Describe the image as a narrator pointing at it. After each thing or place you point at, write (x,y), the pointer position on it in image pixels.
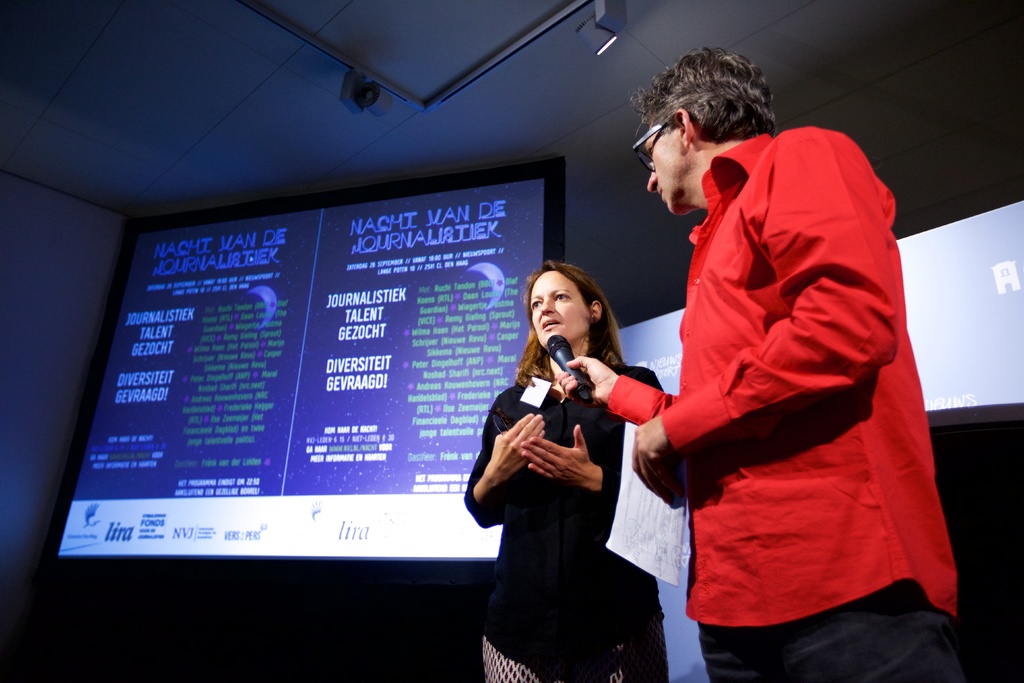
In this picture we can see a man (747,607), woman (570,603) and man (729,629) is holding a mic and in the background (682,675) we can see screens (679,659), wall (1013,484), roof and some objects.
